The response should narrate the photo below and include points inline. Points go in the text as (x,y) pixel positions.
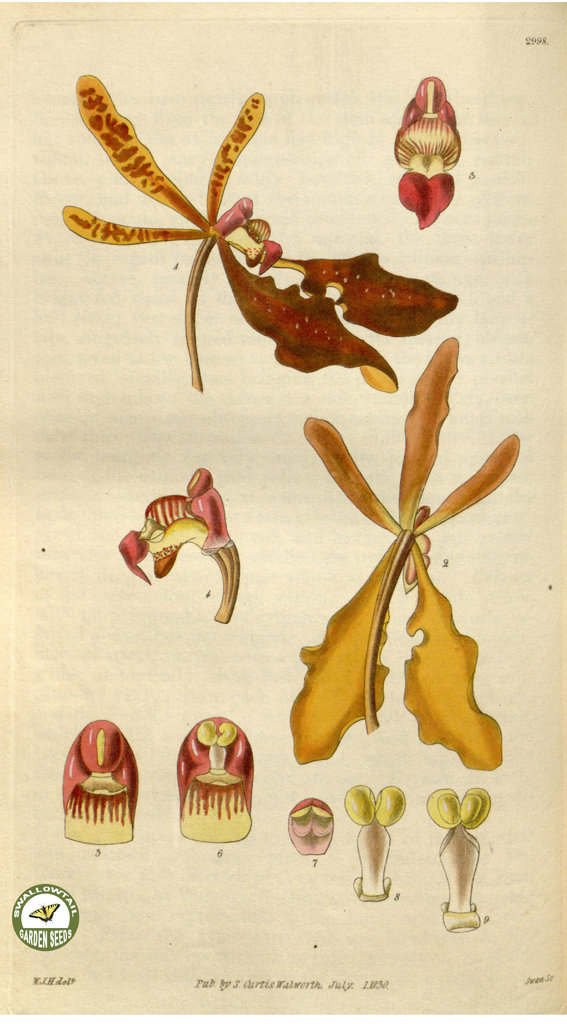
In this image there is a paper (314,420) with some image (322,260) and some text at the bottom (47,934).
